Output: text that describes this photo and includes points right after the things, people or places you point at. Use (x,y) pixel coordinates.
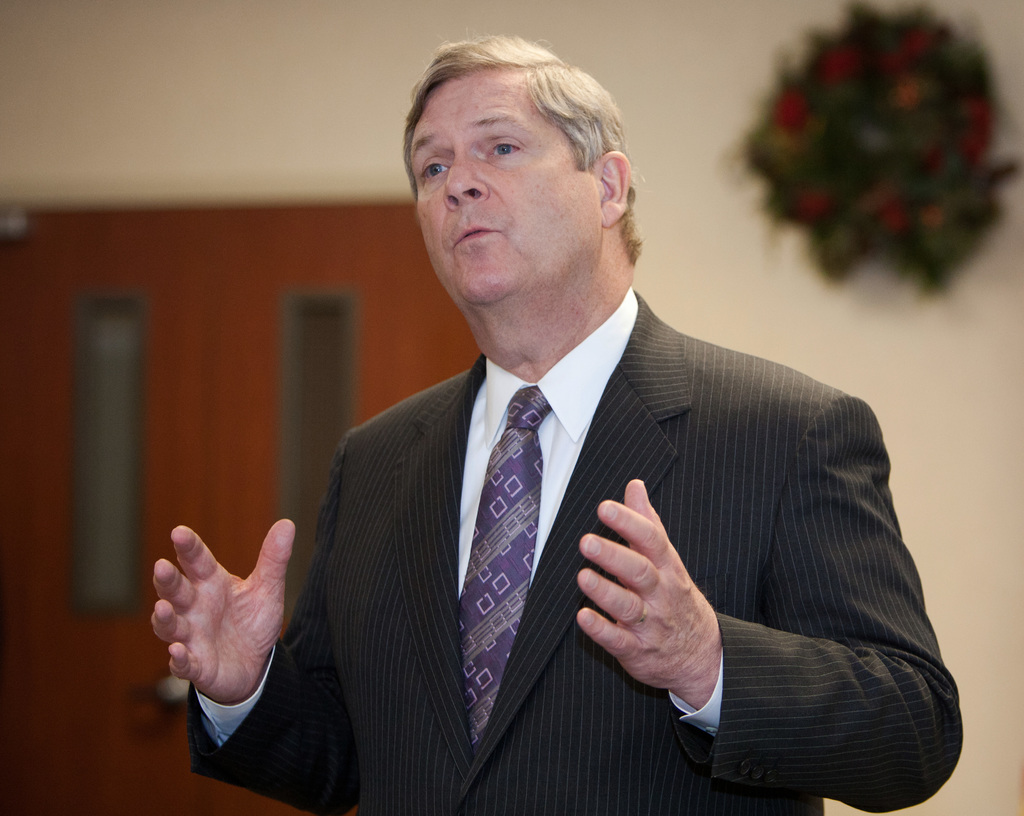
In this image I can see a person (544,379) wearing a black color jacket (777,512), in the background (652,107) I can see the wall (725,36), on the wall (662,50) I can see flower bouquet (895,102) and I can see a door (152,366) on the left side (221,357).
